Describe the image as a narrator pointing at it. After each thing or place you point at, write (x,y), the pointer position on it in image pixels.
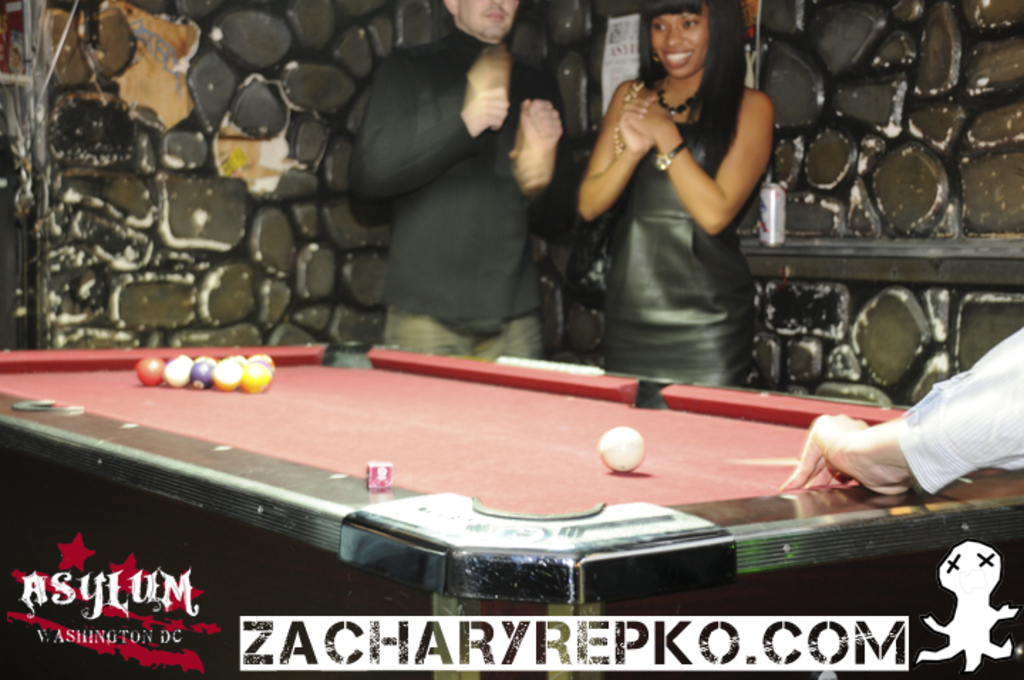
In this image i can see on the right corner (683,242) a woman (666,231) standing and she is smiling, she is wearing a watch (665,162) on her hand (676,140), and she is wearing black color chain (681,108) on her neck (668,99), beside her there is a man (389,188) standing and wearing a black color shirt (400,118), and there is a table (266,422) on the table (162,411) there are some balls (193,365). on the right corner (891,430) there is a hand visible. there is some text (454,632) near to the table (519,554). on the right of the text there is a symbol (986,614) visible. on the left (57,609) there is some text (32,588) written. And back side of the table (108,349) there are some rocks (111,261).
